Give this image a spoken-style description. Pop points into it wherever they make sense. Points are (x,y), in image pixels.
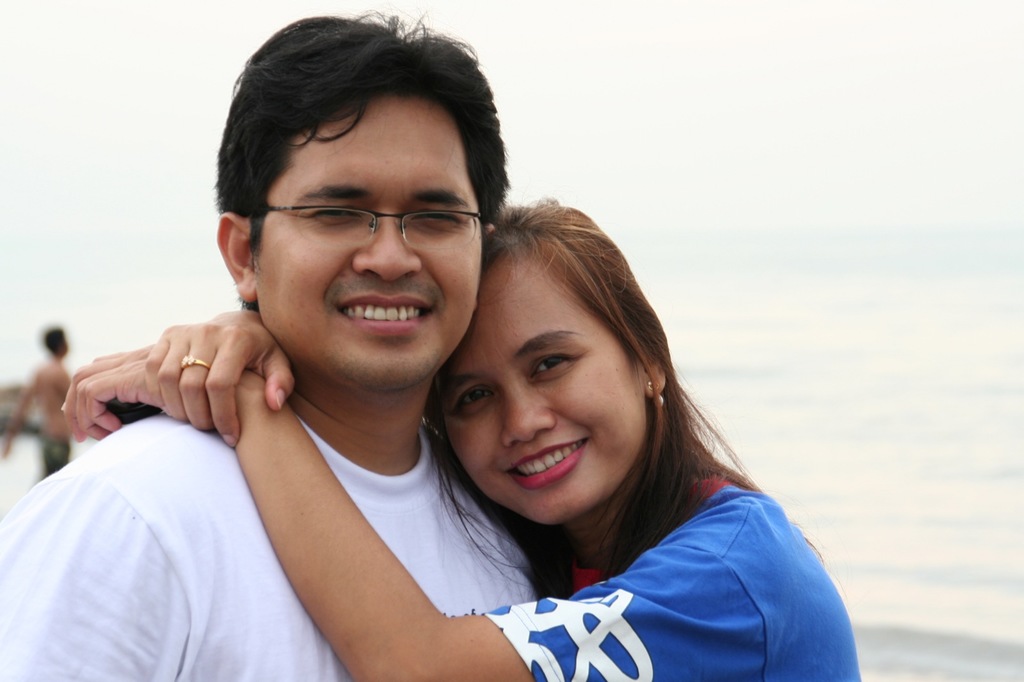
In this image I can see a man (318,358) and a woman (334,509) standing. Man (250,547) is wearing white shirt (417,533) and woman (692,607) is wearing blue and white top (704,598). Back Side I can see water (815,275). The sky (848,139) is in white color.
